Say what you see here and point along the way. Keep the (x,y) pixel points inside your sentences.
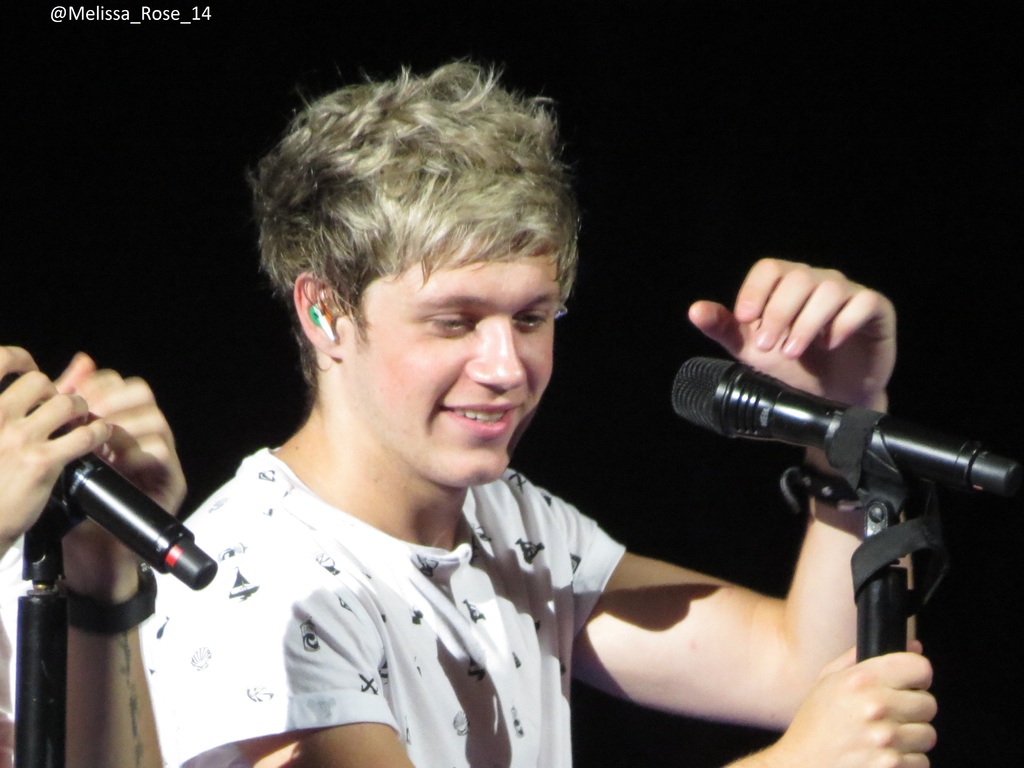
In this image I see a man (379,578) who is wearing white t-shirt (341,598) and I see that he is holding the tripod (882,635) and I see a mic (748,430) on it and I see that he is smiling and I see a person (58,463) holding this mic (106,500) and I see the watermark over here and it is dark in the background (980,589).
